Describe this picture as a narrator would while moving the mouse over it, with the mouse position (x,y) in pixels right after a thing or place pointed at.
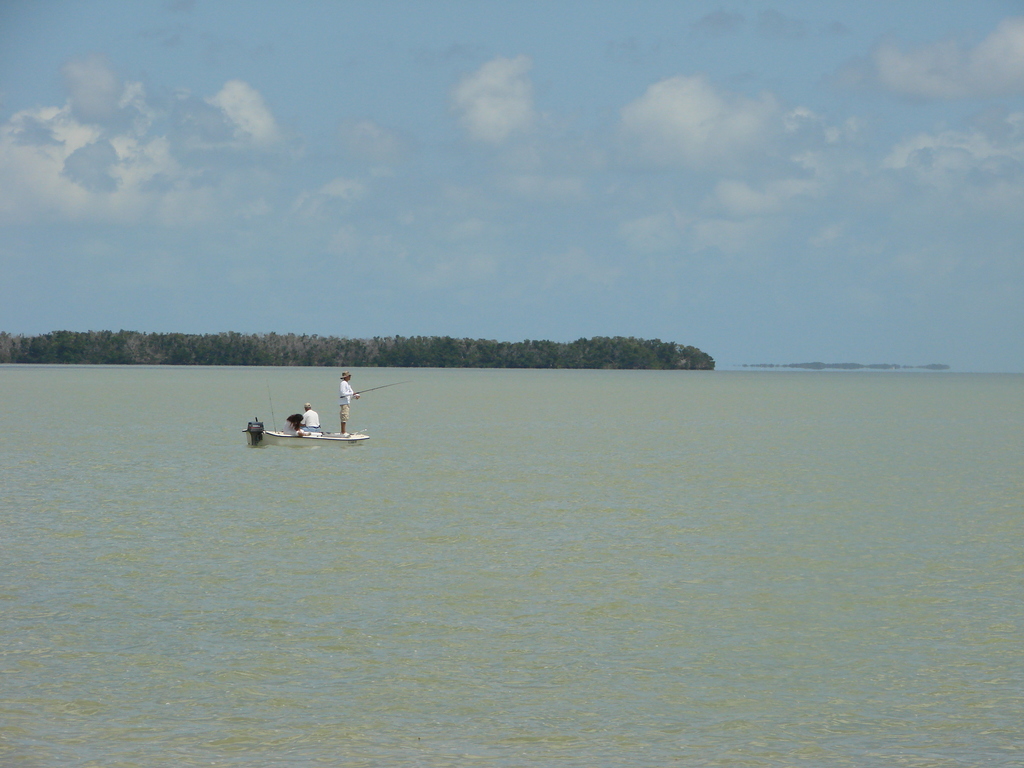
In this picture, we can see a few people (305,412) sailing in boat (306,437), and among them a person (347,408) is holding some object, we can see water (387,478), trees (602,343), and the sky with clouds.
